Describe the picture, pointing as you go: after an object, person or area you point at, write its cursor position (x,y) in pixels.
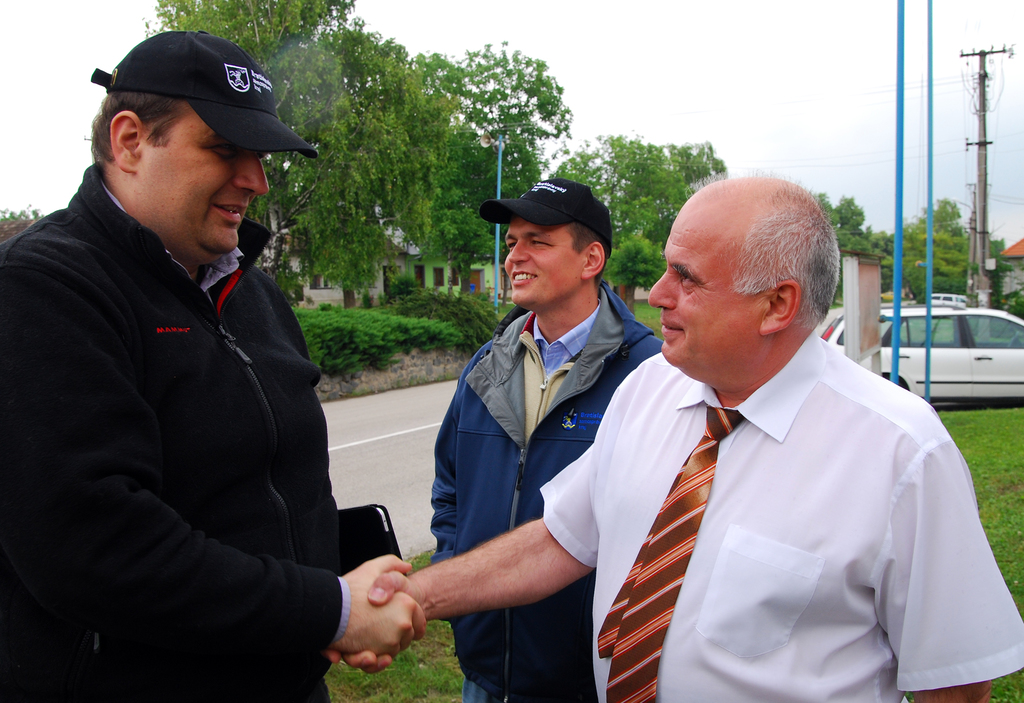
In this picture there is a man (210,250) who is wearing black jacket (91,558) and cap (172,81). Beside him there is a man (536,459) who is wearing blue jacket (532,443). Beside him there is an old man (723,430) who is wearing white shirt (874,518) and tie (672,590). They are standing near to the road (411,524). On the right (1022,359) I can see many cars (918,320) which are parked near to the electric poles (983,281) and electric wires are connected it. In the background (442,291) I can see the buildings (334,292), trees (510,192), plants (406,282) and grass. At the top (586,30) I can see the sky (586,30) and clouds (586,30).
